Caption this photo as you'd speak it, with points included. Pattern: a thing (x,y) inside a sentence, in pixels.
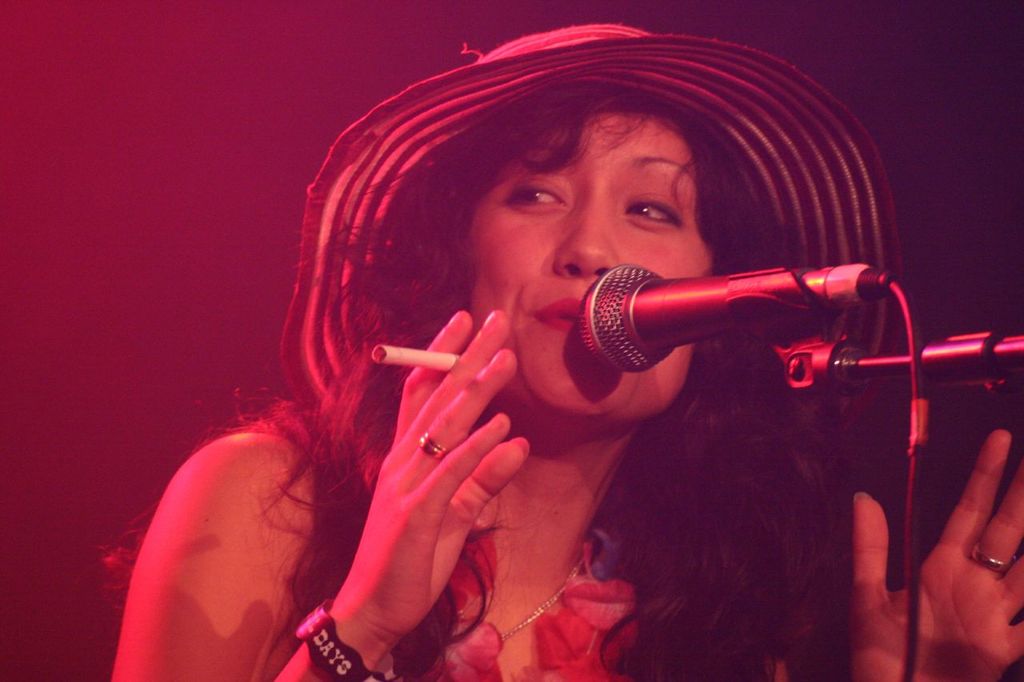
In this picture I can see a woman (670,372) singing in the microphone (635,318) and also she is holding a cigarette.
